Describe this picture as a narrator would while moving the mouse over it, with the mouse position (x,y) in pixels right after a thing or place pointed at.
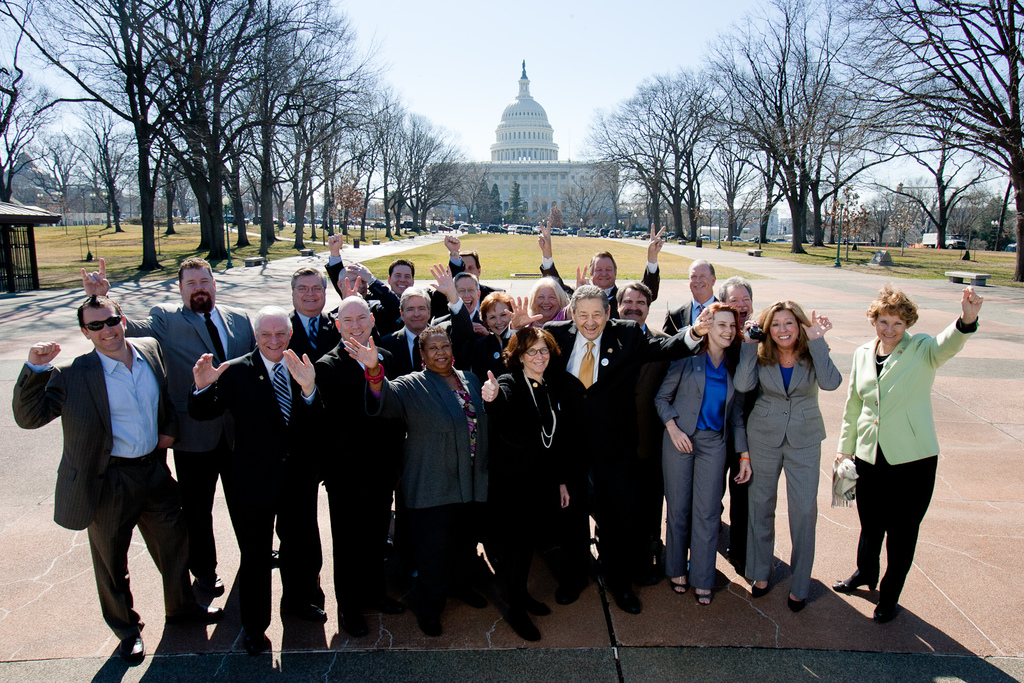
In the picture I can see a group of people (320,300) standing on the floor (842,356) and I can see the smile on their faces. There are trees (271,172) on the left side (222,187) and the right side (698,155). In the background (571,159), I can see the building (555,190) and I can see the dome construction (533,111) at the top of the building (573,167). In the background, I can see the cars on the road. I can see the marble benches (965,277) on the side of the road (730,262). The sky (579,22) is clear.
